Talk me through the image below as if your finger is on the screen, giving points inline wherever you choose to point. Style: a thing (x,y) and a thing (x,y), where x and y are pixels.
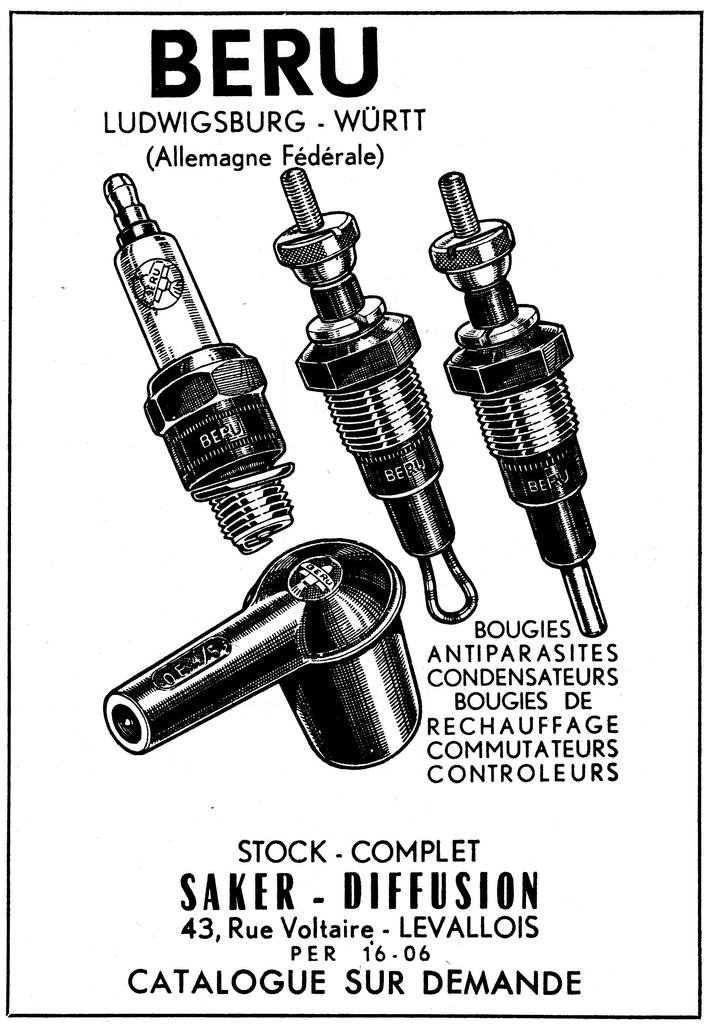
In this image there is a cover page (99,155). There is some text (138,991) on the top (200,45) and bottom. There are some photos (365,643) of the objects (208,464).
